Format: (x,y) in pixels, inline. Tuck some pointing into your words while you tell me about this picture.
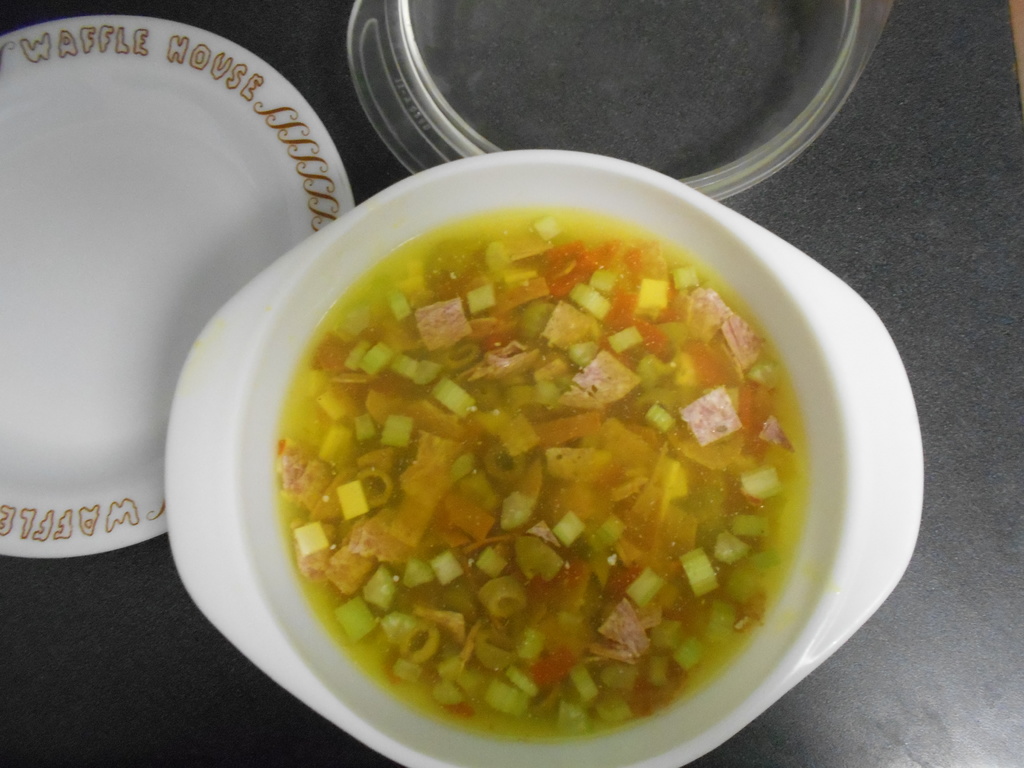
In this image I can see a white plate (162,281) on the left (101,236). There is a bowl (740,663) of food item (687,464) and a lid (795,103) on a surface (837,146).
